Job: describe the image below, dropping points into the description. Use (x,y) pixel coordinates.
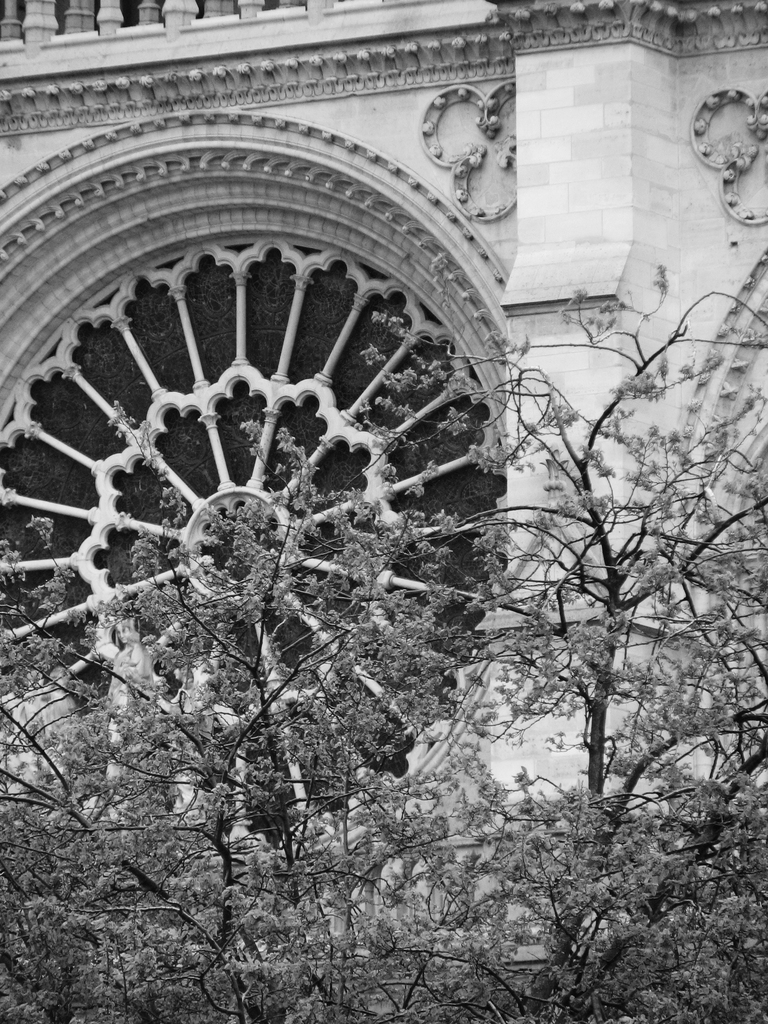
This is a black and white picture, there are trees (342,770) in the front (474,799) and building (311,402) behind it.
